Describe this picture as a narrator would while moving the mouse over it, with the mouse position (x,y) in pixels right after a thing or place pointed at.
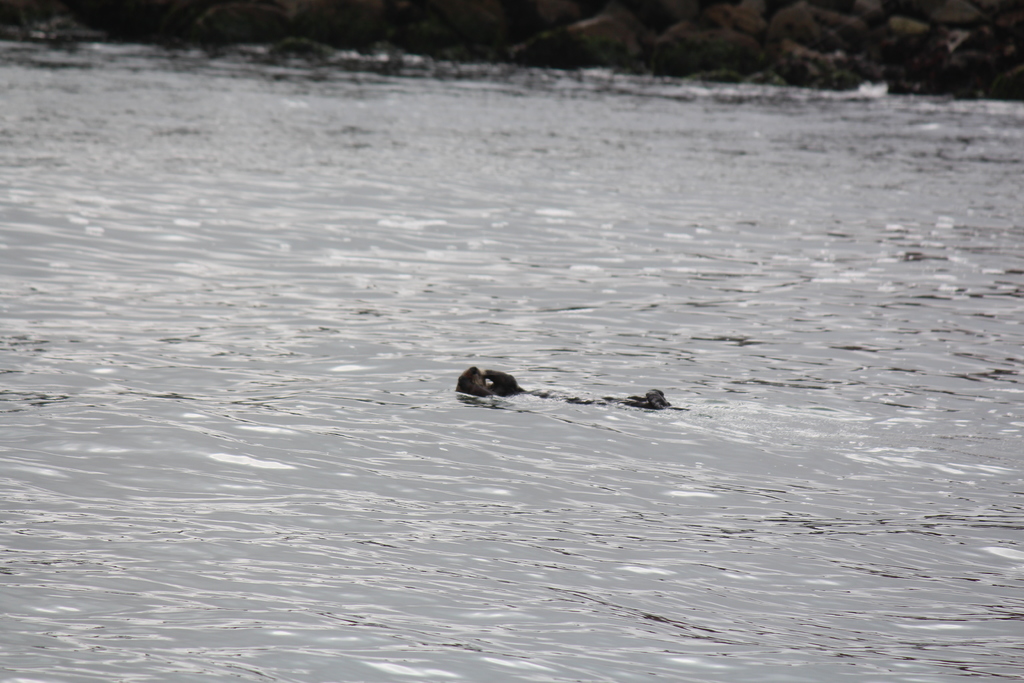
This is a colour image. In this image we can see an object (613,400) floating on the water (582,392). On the backside (667,47) we can see some rocks (744,48).
